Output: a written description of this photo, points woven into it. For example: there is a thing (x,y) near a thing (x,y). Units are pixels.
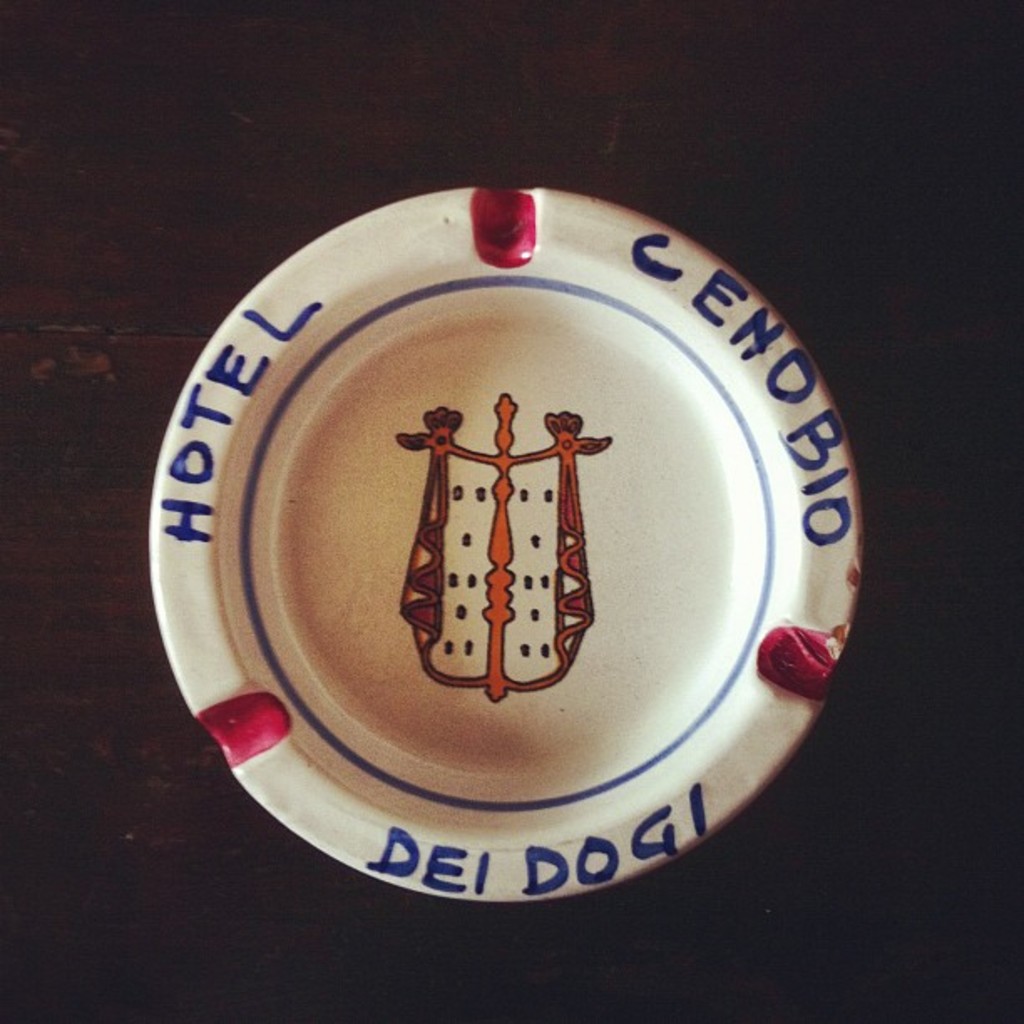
In this image, we can see a bowl (397,548) is placed on the wooden surface (964,988). On the bowl (345,684) we can see some text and figure (498,534).
